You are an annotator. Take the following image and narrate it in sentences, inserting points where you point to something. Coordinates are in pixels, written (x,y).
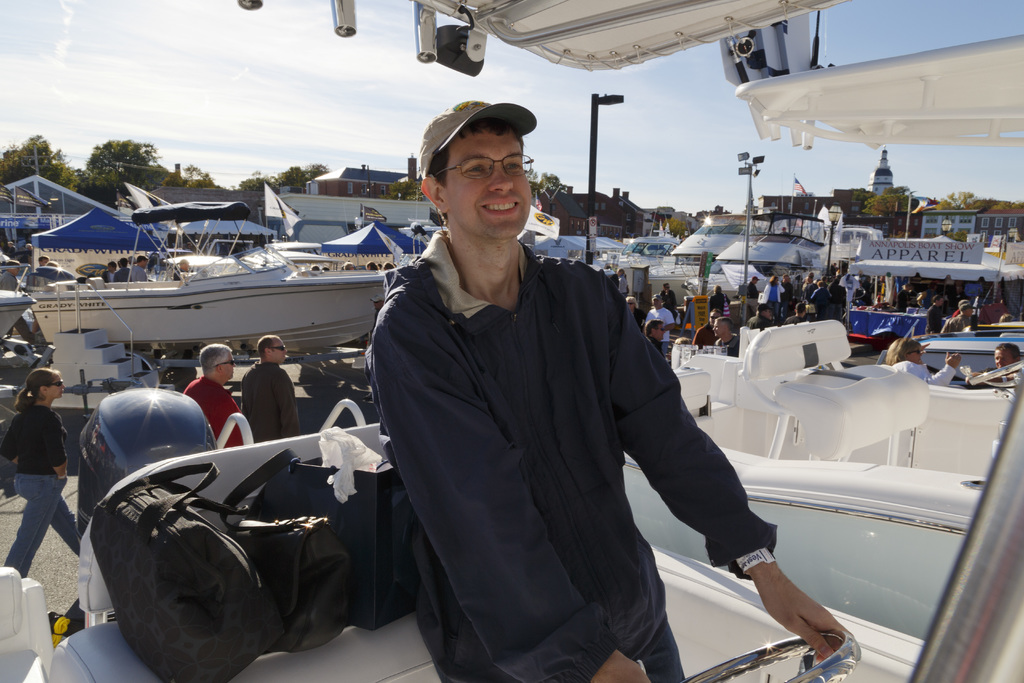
In the background (652,129) we can see the sky (617,126), trees (130,154). In this picture we can see the buildings (360,184), windows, tents (1023,275), boats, flags (921,200), poles (749,227), people (18,445), lights (602,100). We can see a man (525,128) wearing a cap (531,116), spectacles (512,162) and he is holding an object (776,655), it seems like a steering (842,651). He is smiling. We can see the bags (307,591).
